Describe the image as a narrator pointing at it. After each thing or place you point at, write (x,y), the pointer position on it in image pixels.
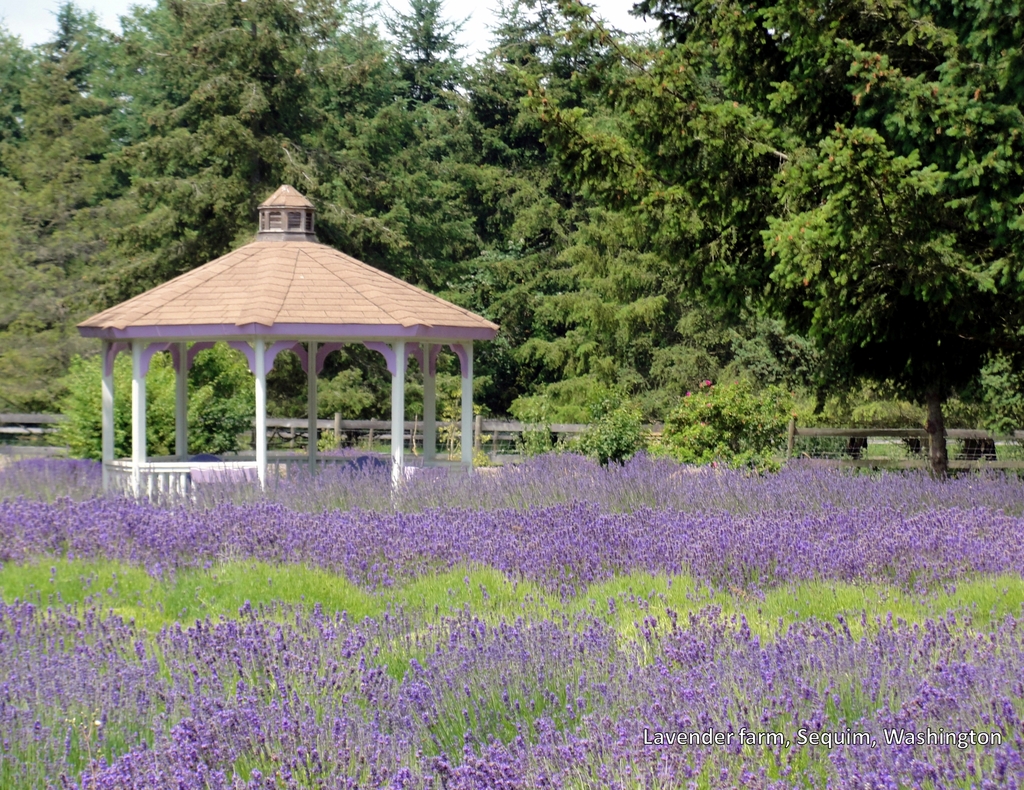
In this image at the bottom (200,681) there are some plants (504,621) and flowers (184,536) and in the center (360,289) there is house (140,422), in the background (556,429) there is a fence (1007,462) and some trees (519,161).
